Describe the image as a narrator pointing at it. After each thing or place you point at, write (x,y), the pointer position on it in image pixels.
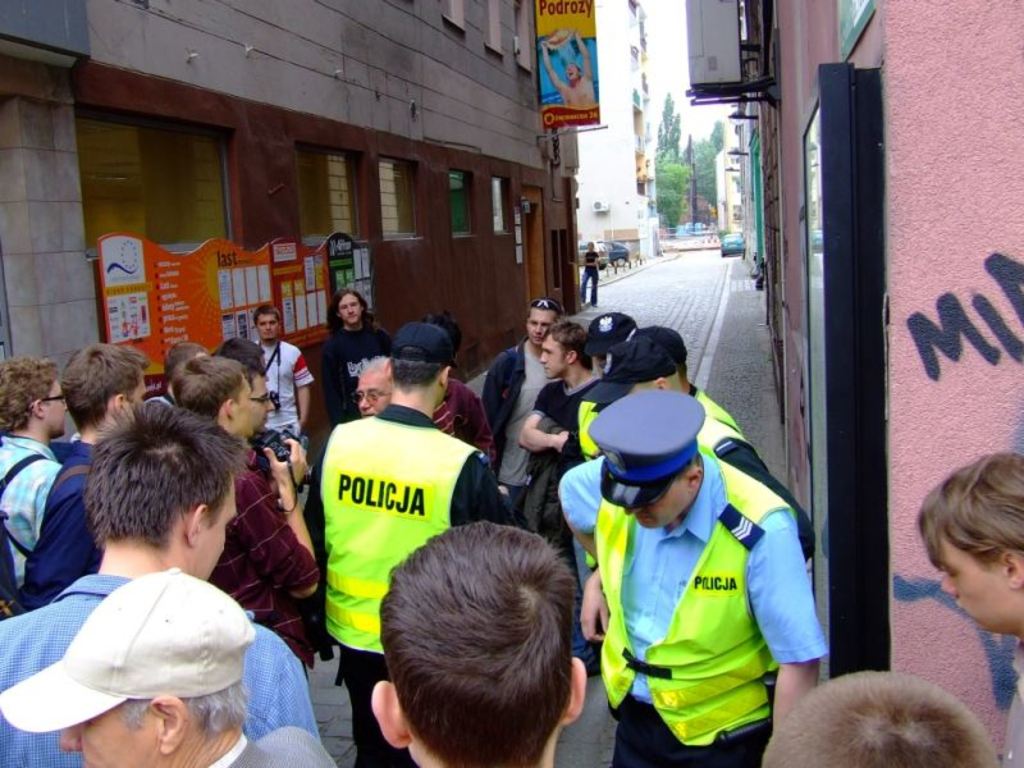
In this image I can see few people (394,477) and one person (302,520) is holding camera (284,440). Back I can see few buildings (432,179), windows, trees (668,201), boards (370,284) and few vehicles (737,244) on the road (695,253).
